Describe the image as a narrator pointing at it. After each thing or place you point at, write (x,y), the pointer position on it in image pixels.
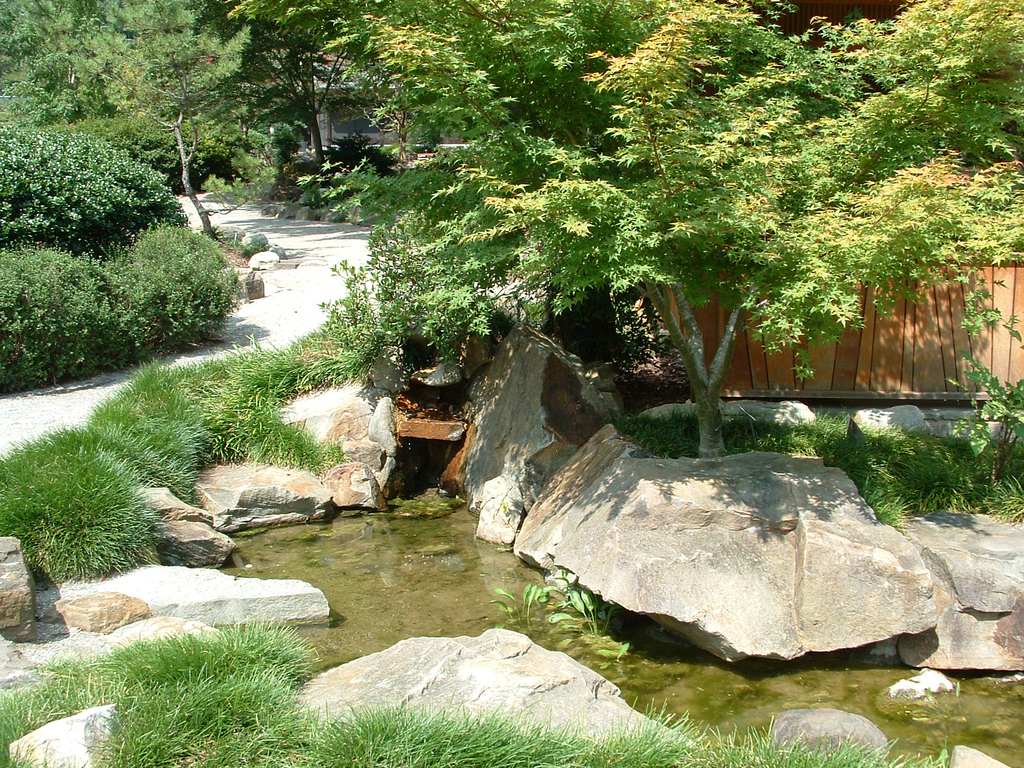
In this picture, there is a lake (772,689), stone (493,478) and a grass (353,736) at the bottom (474,589). At the top (66,73), there is a lane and trees (490,59).
